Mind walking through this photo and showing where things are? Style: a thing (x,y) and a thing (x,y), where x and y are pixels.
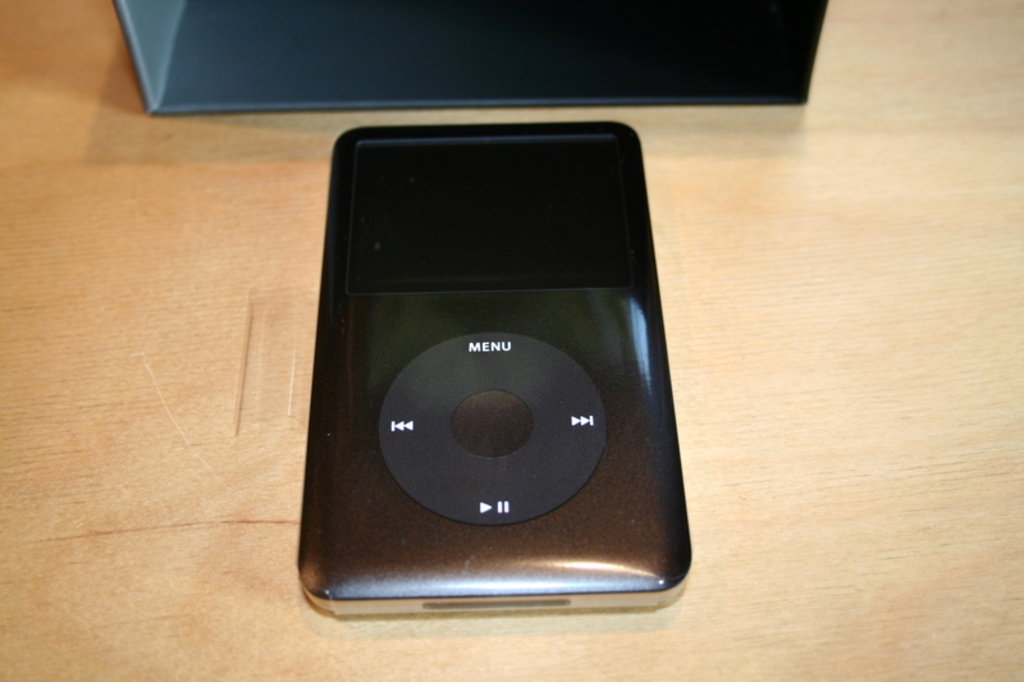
In this picture there is a small black color iPod music player (640,453) is placed on the wooden table top (776,581). Behind there is a black box (581,82).
